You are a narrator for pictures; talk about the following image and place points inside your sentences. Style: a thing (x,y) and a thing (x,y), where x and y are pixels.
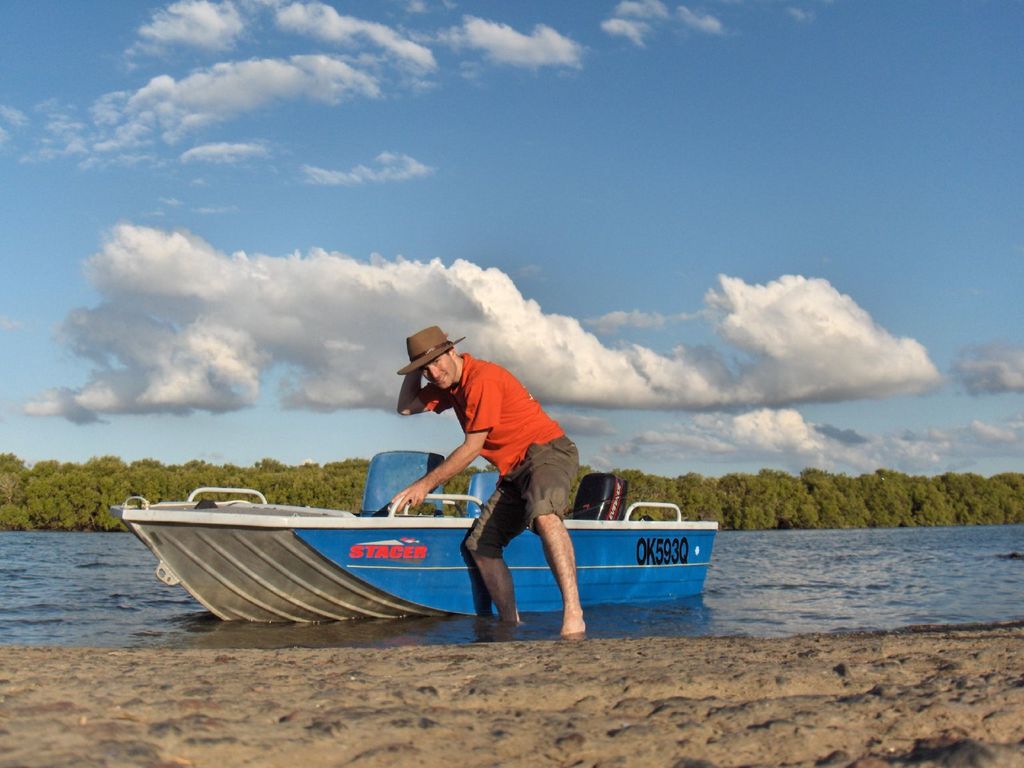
In this image there is the sky (509,192) truncated towards the top of the image (457,146), there are clouds (418,311) in the sky (599,313), there are trees (698,488), the trees (751,494) truncated towards the right of the image (990,496), the trees (56,490) truncated towards the left of the image (24,502), there is water (85,574) truncated, there is a person (464,419) standing, there is a boat (448,550) in the water (728,571), there is sand (348,705) truncated towards the bottom of the image (487,705).
